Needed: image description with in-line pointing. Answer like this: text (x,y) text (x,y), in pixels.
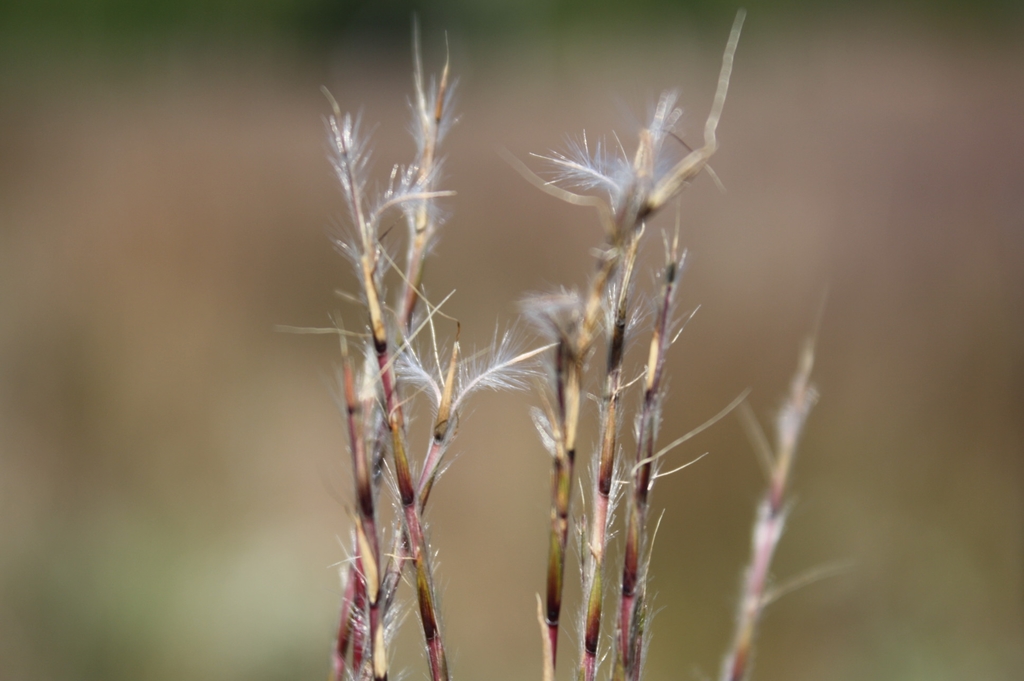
In this image we can see the bluestem grass (358,535) and the background of the image (837,400) is blurred.
